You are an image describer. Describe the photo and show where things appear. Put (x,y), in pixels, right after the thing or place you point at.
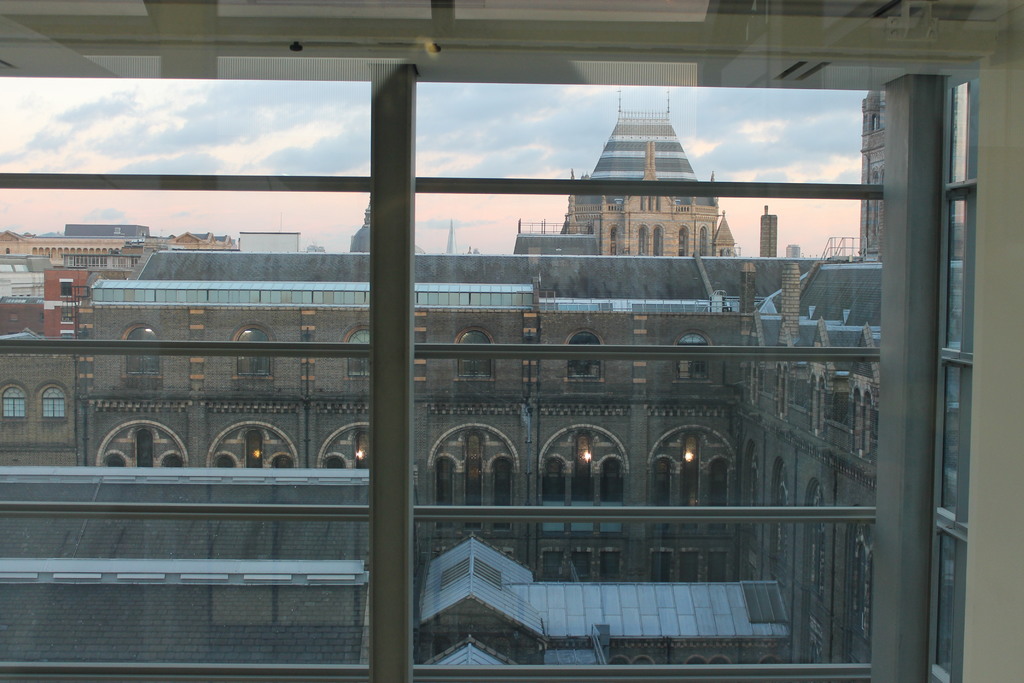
In this image we can see many buildings (497,397) and they are having many windows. There is a sky (181,128) in the image. There are fewer lamps (361,456) in one of the building (449,452) in the image.
